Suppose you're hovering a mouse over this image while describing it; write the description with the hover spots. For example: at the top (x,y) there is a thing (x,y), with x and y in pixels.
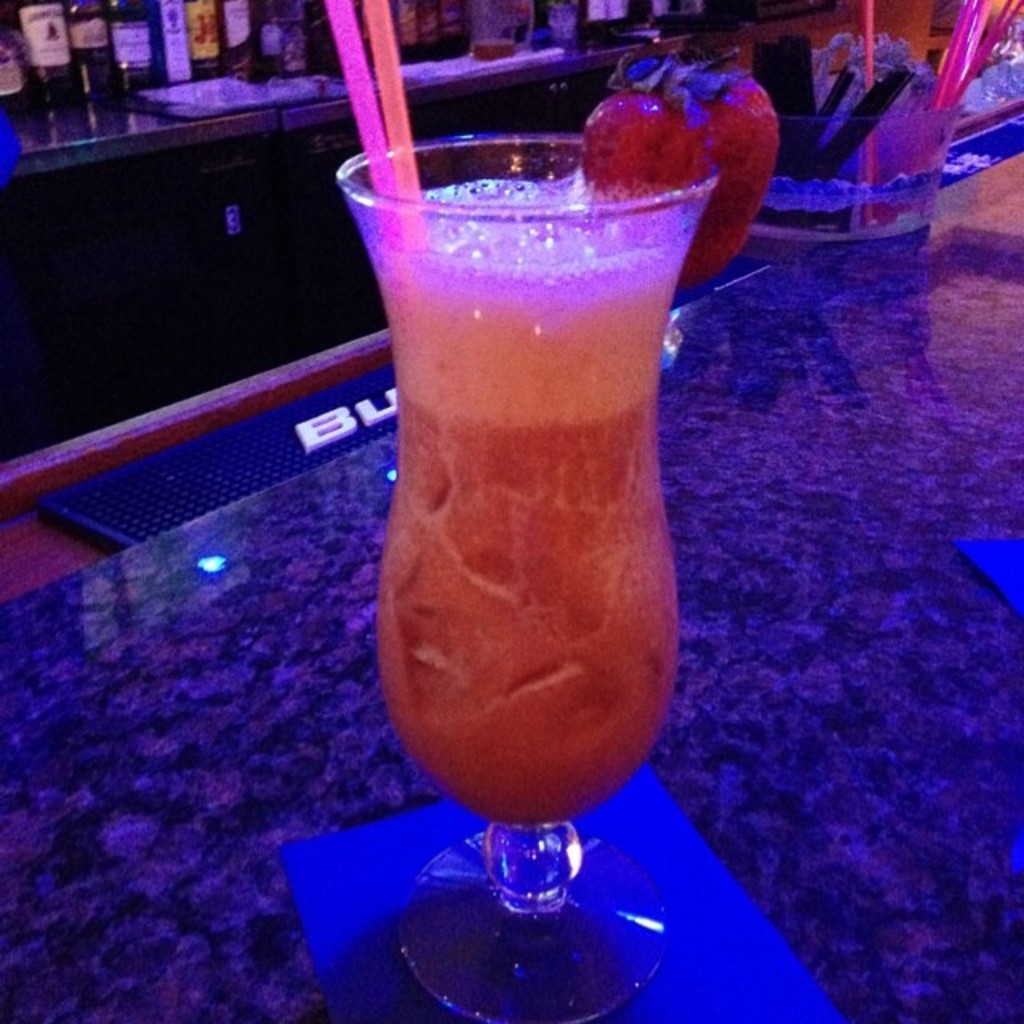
In this image there is a table (1023,197) on that table (1023,648) there is a glass (396,287), in that glass (584,348) there is juice (450,335), in the background (70,147) there is another table (421,69) on that table (68,112) there are bottles (431,16).
